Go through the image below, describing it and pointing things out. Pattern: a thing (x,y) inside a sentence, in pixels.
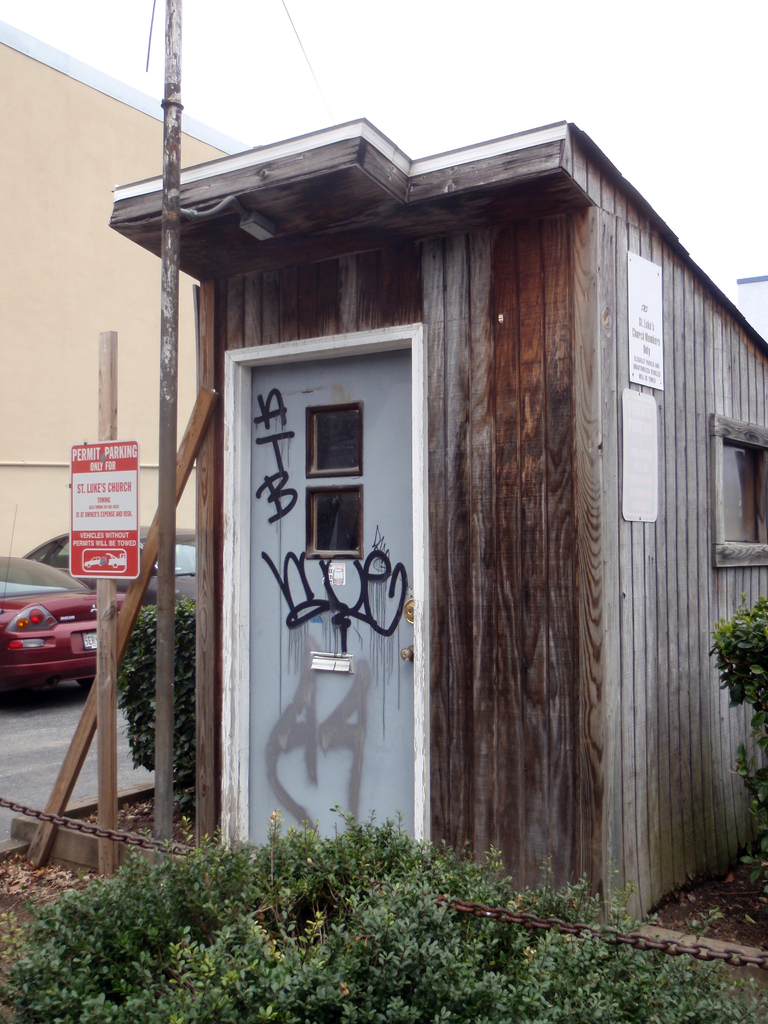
This picture is clicked outside. In the foreground (294,979) we can see the plants (461,971) and a cabin (599,496), we can see the text (103,506) on the board (114,464) which is attached to the wooden pole (106,690). In the background (360,10) we can see the sky (216,105), buildings (158,297), cars (69,584) parked on the ground (66,695), and we can see the text (286,592) on the door (353,443) of the cabin (535,599).
